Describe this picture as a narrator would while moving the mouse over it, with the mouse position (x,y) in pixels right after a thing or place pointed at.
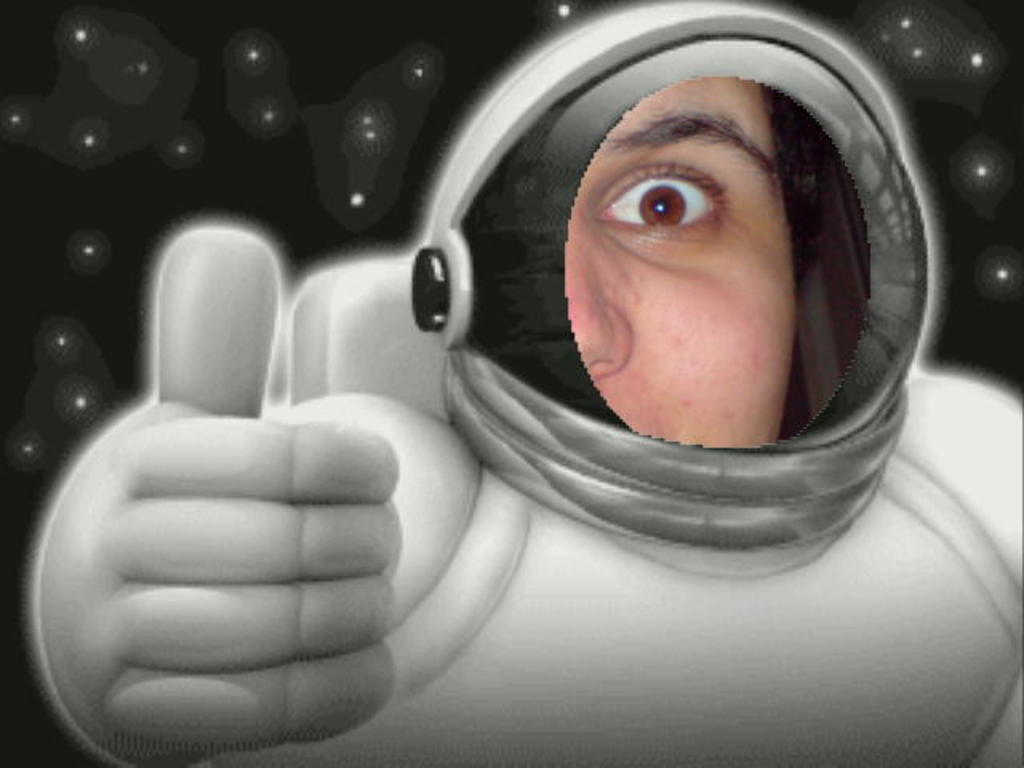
This is an edited image and here we can see a person (656,349) wearing space suit (423,549).
